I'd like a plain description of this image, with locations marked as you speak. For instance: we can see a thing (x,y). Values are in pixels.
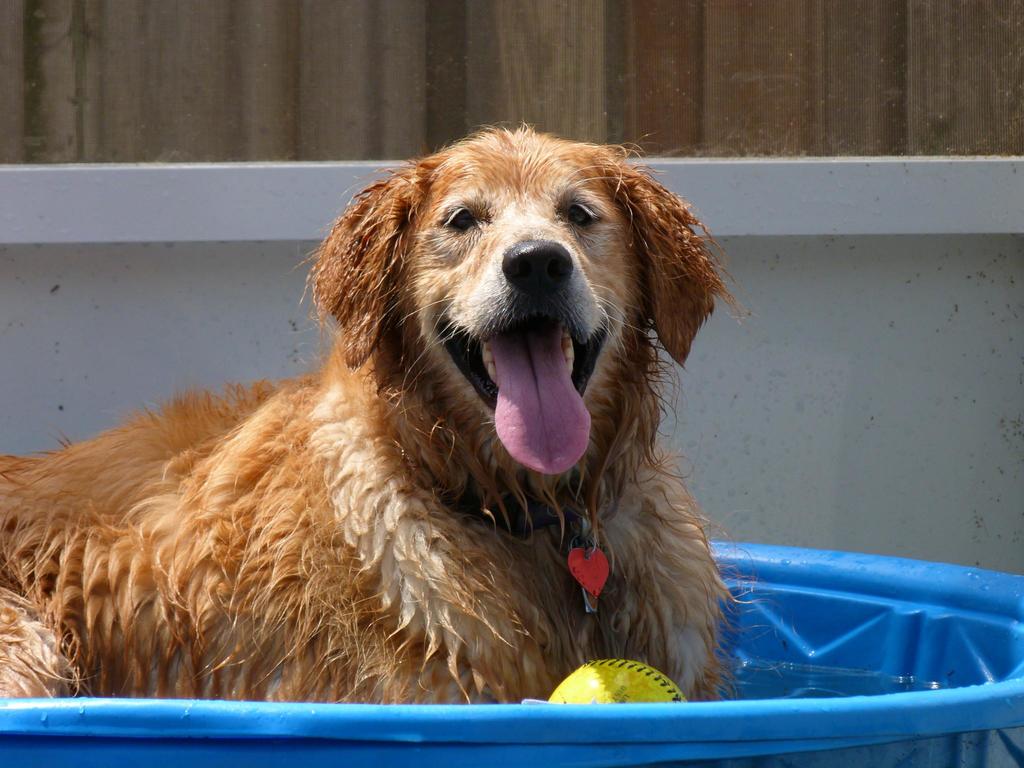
In the image we can see the dog (421,410), white and pale brown in color and the dog (307,446) is sitting in the water tub (838,626). Here we can see the ball (669,678) and the wall (935,354).
